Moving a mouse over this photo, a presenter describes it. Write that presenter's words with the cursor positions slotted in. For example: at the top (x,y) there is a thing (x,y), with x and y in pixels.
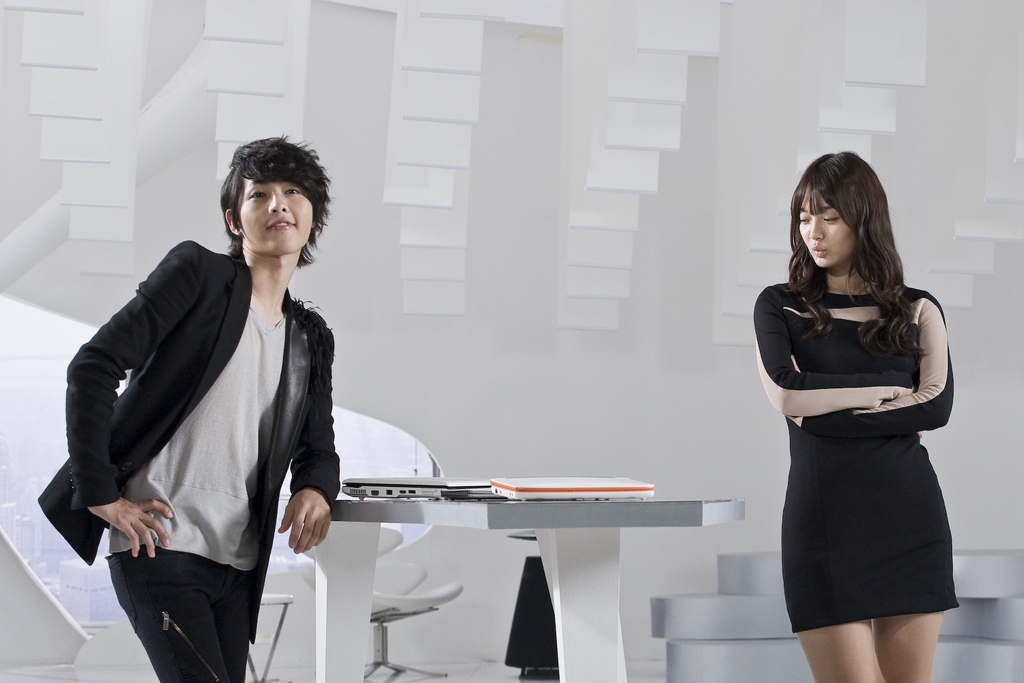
This picture is clicked inside the room (565,159). On the right (831,257) we can see a woman (851,308) wearing a black color dress (885,449) and standing on the ground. On the left (237,348) there is a person (284,261) wearing blazer (120,478) standing and leaning on the table (388,507) and we can see the laptops (490,496) are placed on the top of the table (585,583). In the background (466,540) we can see the chairs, wall (592,380) and some other objects (743,641).
